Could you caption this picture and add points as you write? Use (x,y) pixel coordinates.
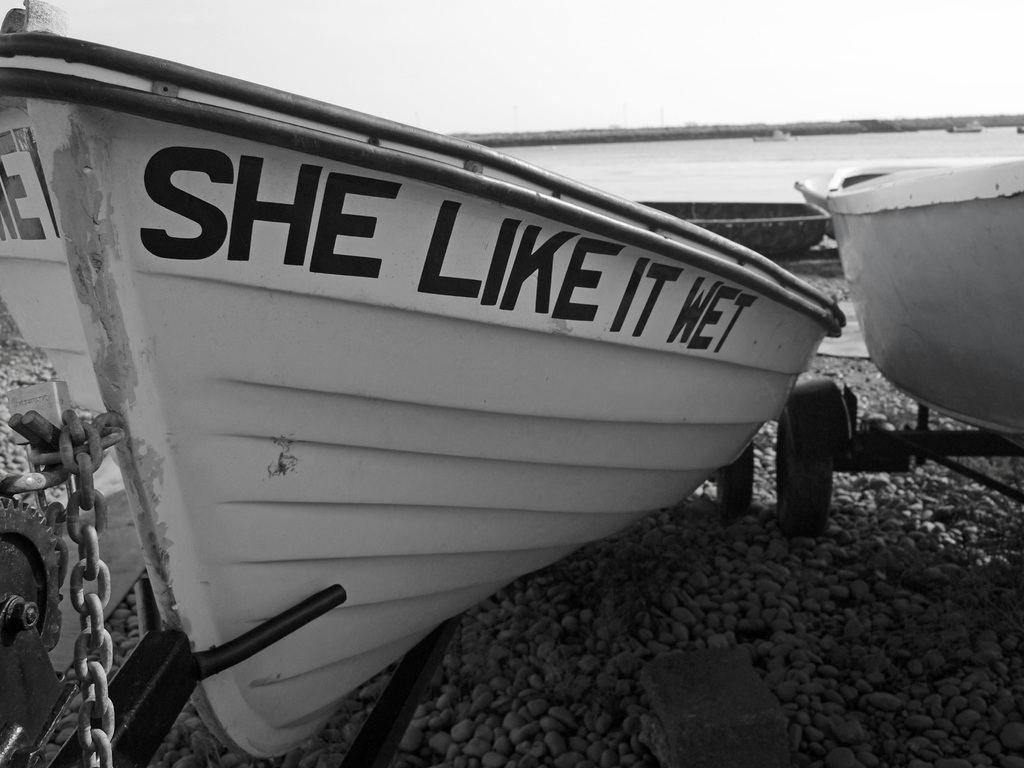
In this image there are boats (746,262). In the background (680,182) there is water (758,167) and we can see boats (952,132) on the water (869,158). At the bottom (608,734) there are stones (535,651). In the background (634,105) there is sky (630,66).
